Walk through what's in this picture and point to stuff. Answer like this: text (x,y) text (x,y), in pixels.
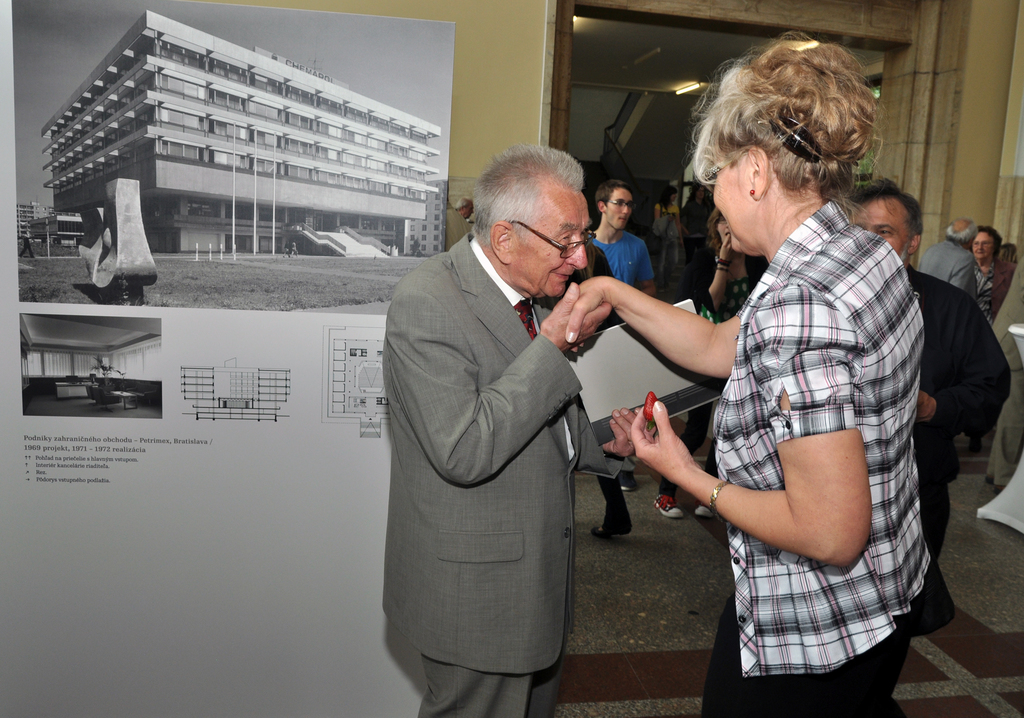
In the center of the image (455,316) we can see two persons (567,347) are standing and a man (560,352) is holding a folder (628,362). In the background of the image (463,34) we can see the wall (492,83), board (438,128), door (570,110), lights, roof (629,58) and a group of people (945,361). At the bottom of the image (663,689) we can see the floor (633,696).
